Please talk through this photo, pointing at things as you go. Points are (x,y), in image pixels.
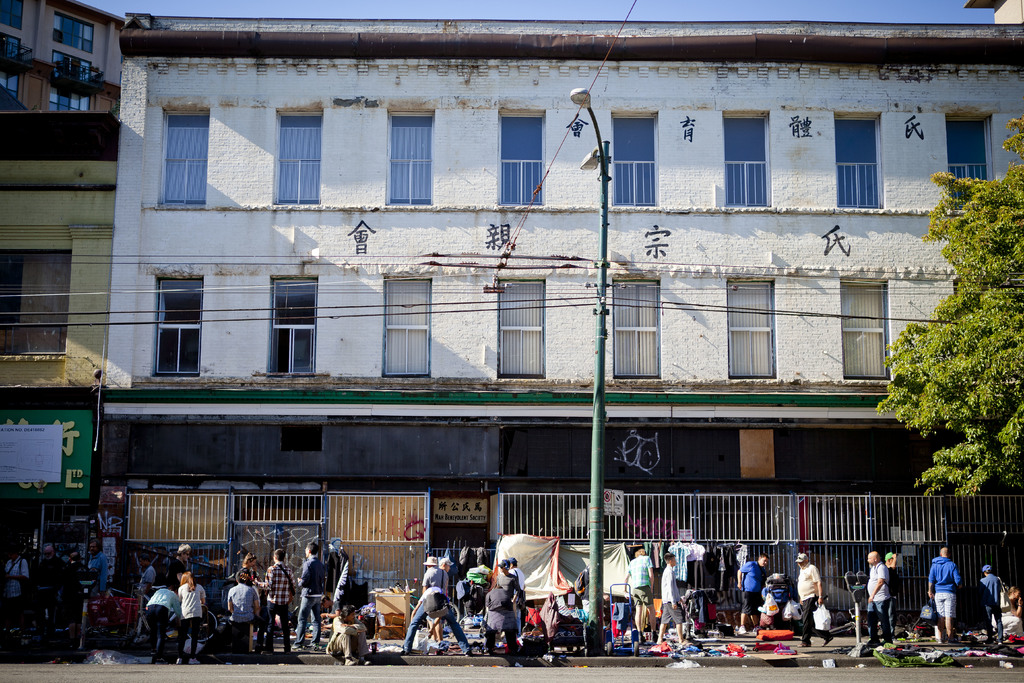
In this picture, we can see a few people (667,604), and a few are holding some objects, we can see the ground (659,673), pole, wires (939,319), trees (961,329), building (931,44) with windows (620,292), and some text (504,235) on it, we can see the sky (648,1).
